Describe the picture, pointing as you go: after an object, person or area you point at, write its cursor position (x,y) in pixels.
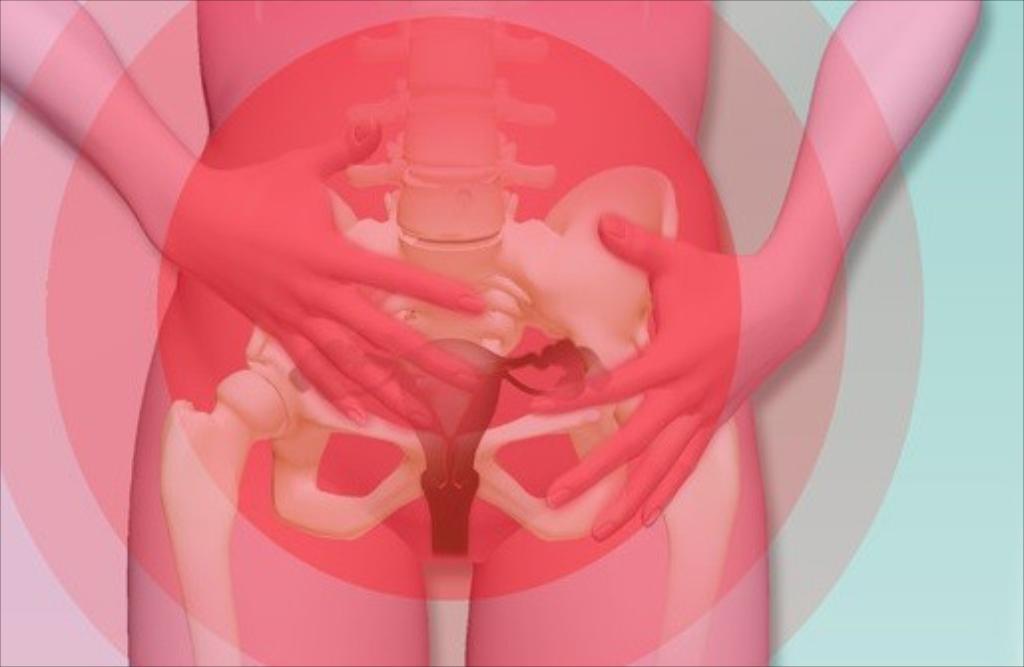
This is an animated picture we see an inner view of a human body (556,361).
